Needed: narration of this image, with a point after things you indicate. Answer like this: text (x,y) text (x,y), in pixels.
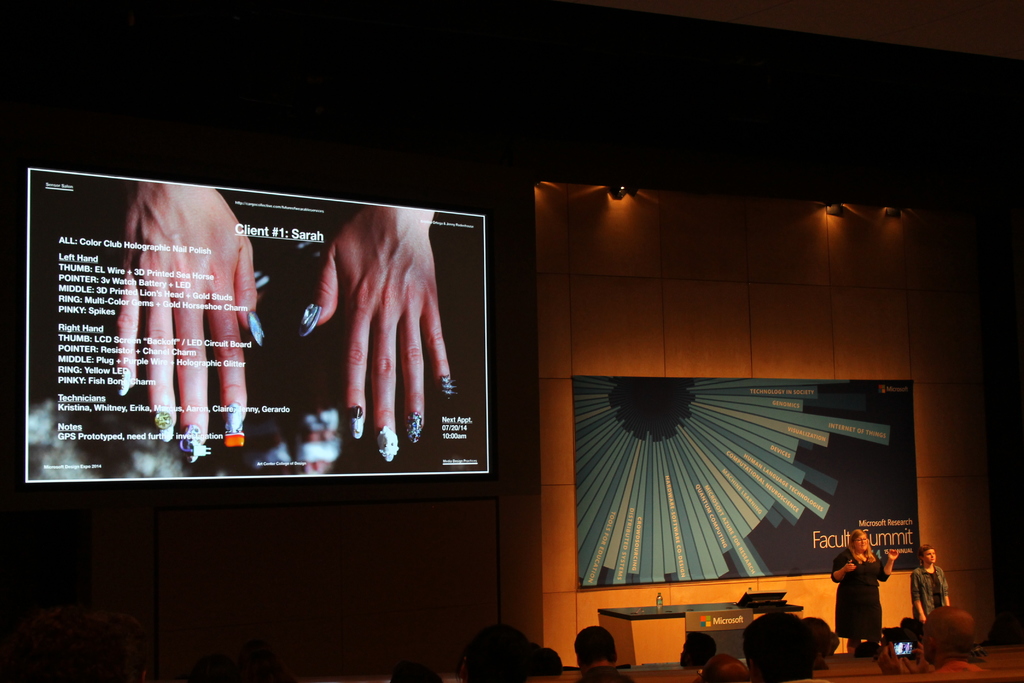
In this image i can see number of persons (476,642) sitting and the person (934,652) on the right corner (939,646) is holding a camera (896,646), On the stage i can see a man (935,605) and the woman (859,540) standing. In the background (817,344) i can see the wall (769,340), few lights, the poster (749,380) and a huge screen (310,419).
